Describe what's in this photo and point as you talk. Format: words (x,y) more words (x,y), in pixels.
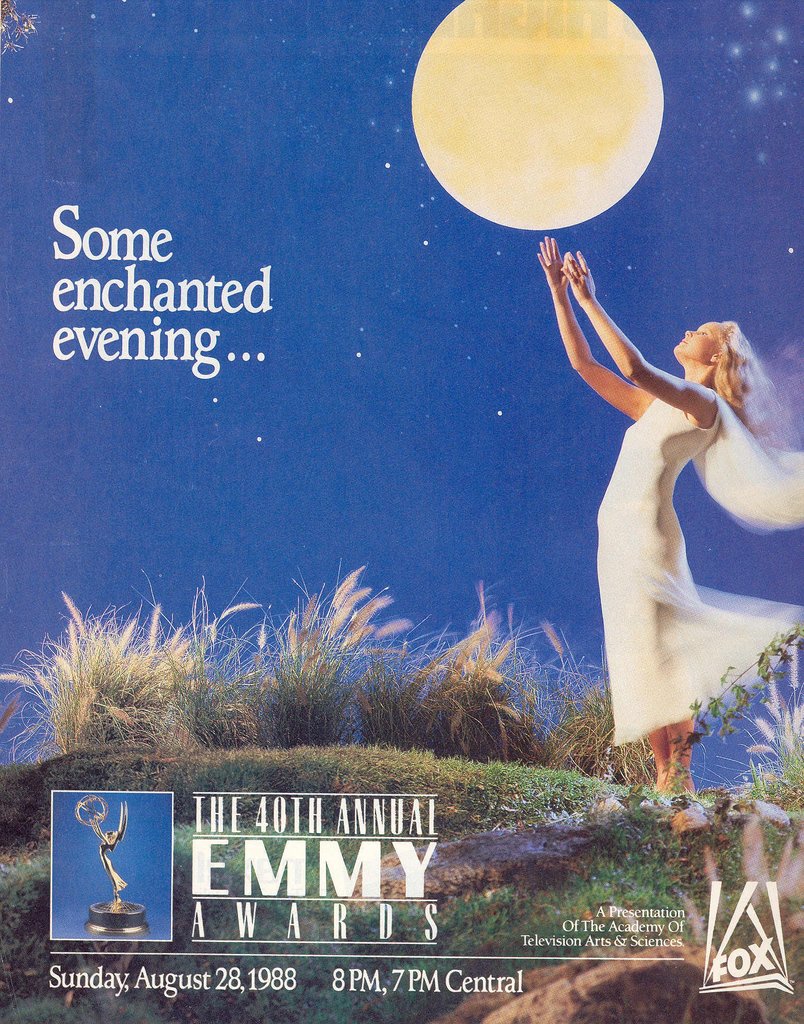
It is a poster. In this image there is a girl (612,545) standing on the grass (657,857). At the bottom of the image (560,756) there are plants (569,762). In the background of the image (526,583) there is a moon (579,35) and sky (386,181). There is some text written on the image.
